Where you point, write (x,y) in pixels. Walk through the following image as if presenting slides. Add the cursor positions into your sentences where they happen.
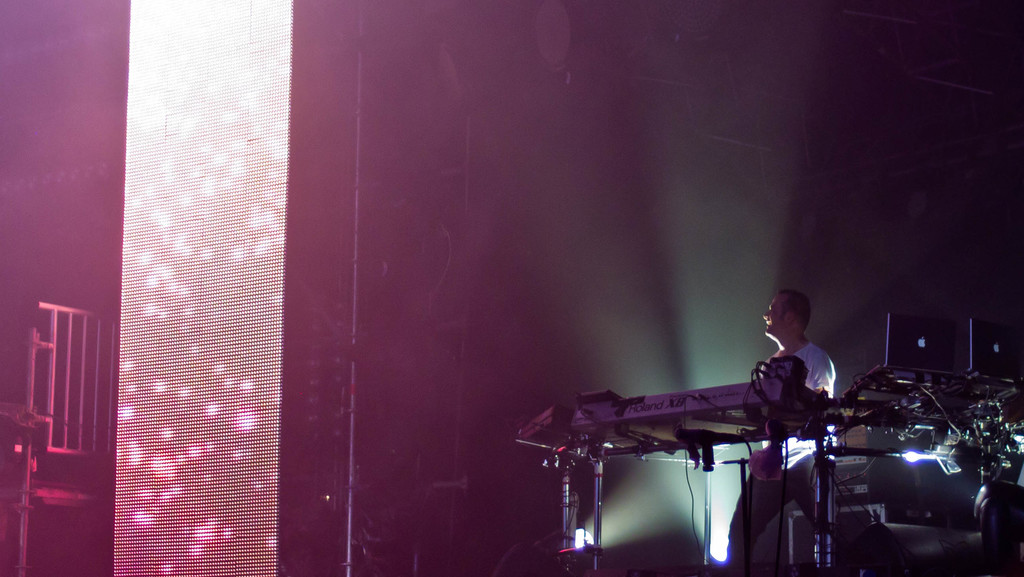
This is the man (790,465) standing. I think this is the piano (602,420). I can see two laptops (942,350) placed on the stand (907,392). This is the screen (219,473). Here is a barricade (94,420). This looks like a pole (351,473). I think this man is performing in the show.
